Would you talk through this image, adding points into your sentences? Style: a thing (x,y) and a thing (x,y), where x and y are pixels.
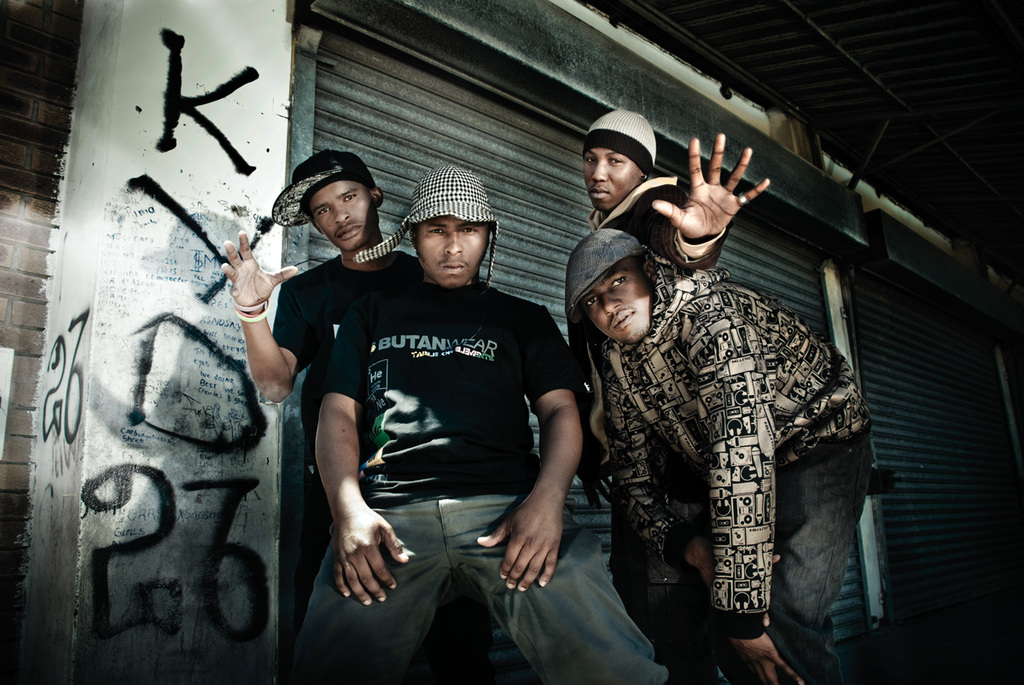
In this picture we can see four men (476,354), behind them we can see few metal rods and rolling shutters (889,414).
